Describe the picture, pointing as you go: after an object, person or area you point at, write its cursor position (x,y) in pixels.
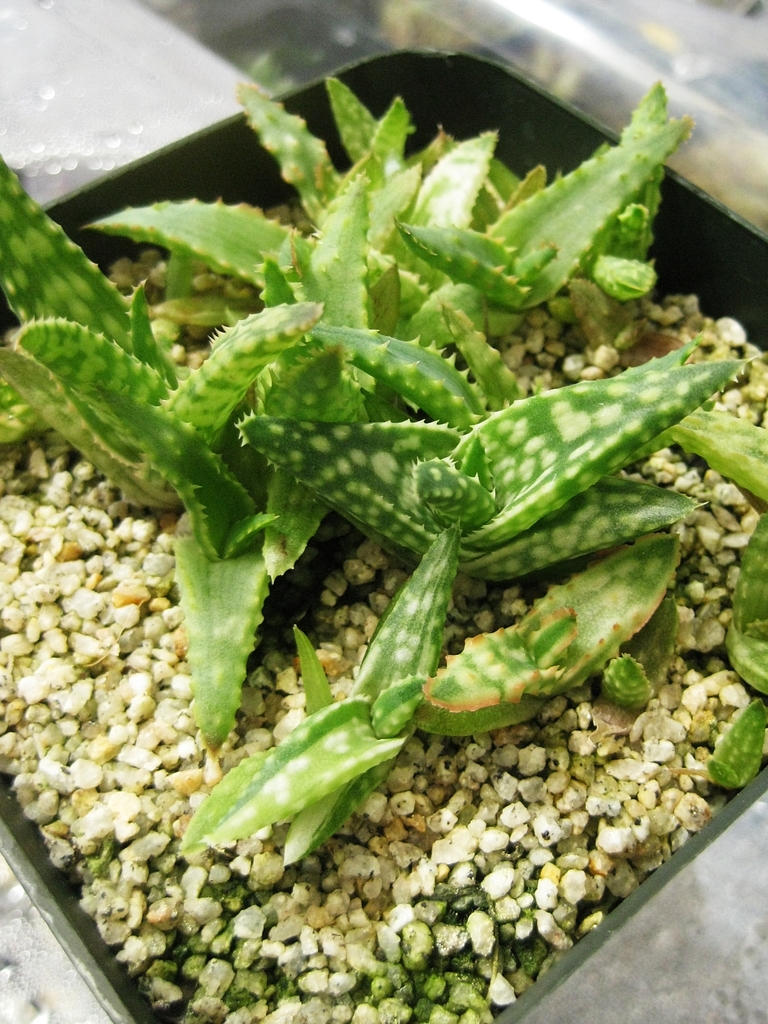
This image consists of a bowl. In that there is a plant (361,389). This looks like aloe vera plant (421,687).
